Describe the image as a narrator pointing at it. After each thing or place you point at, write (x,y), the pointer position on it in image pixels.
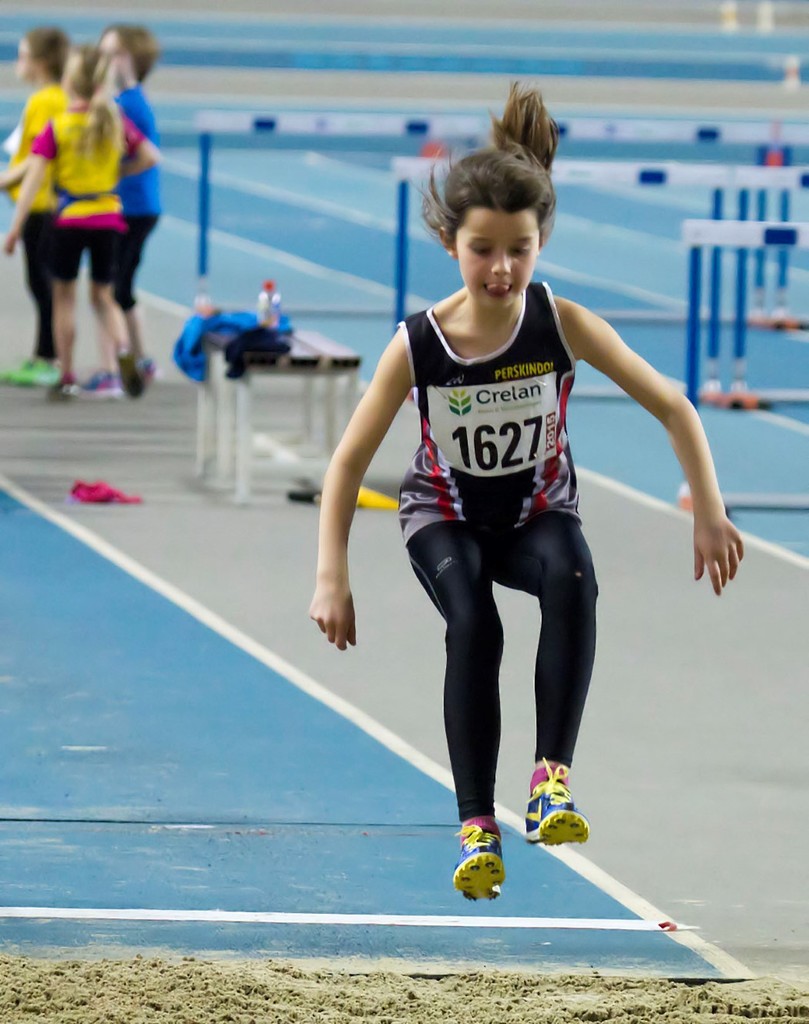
In this image we can see a child (483,464) jumping, in the background (84,184) there are children (91,177) standing on the floor (185,517), there is a table (310,371), on the table (323,358) there are clothes (274,347) and bottles (274,317) and few objects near the table (298,350) and hurdles (278,126) on the floor (614,486).
